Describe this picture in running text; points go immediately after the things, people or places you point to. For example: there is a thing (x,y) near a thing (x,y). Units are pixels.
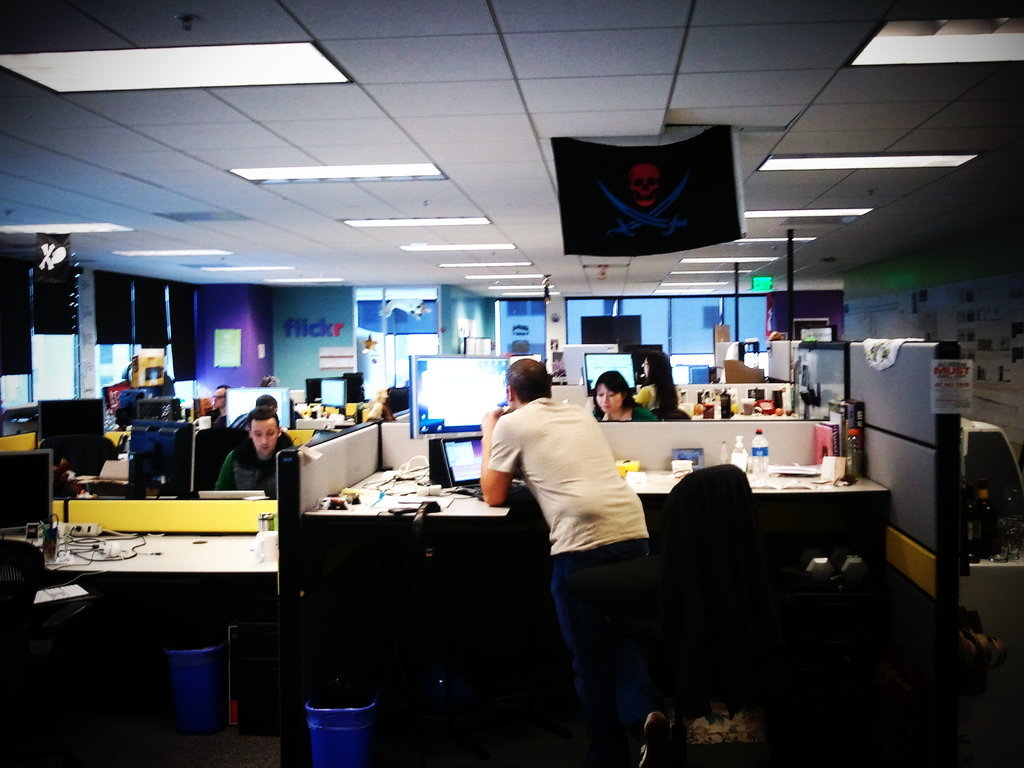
In this image, there are a few people (589,540). We can see some desks (786,534) with objects (317,391) like screens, wires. We can see the ground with some objects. We can also see the wall (930,269) with some posters (926,296). We can also see some boards (1020,293) with text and images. We can see the roof (492,222) with some lights (483,244) and an object (681,148).
